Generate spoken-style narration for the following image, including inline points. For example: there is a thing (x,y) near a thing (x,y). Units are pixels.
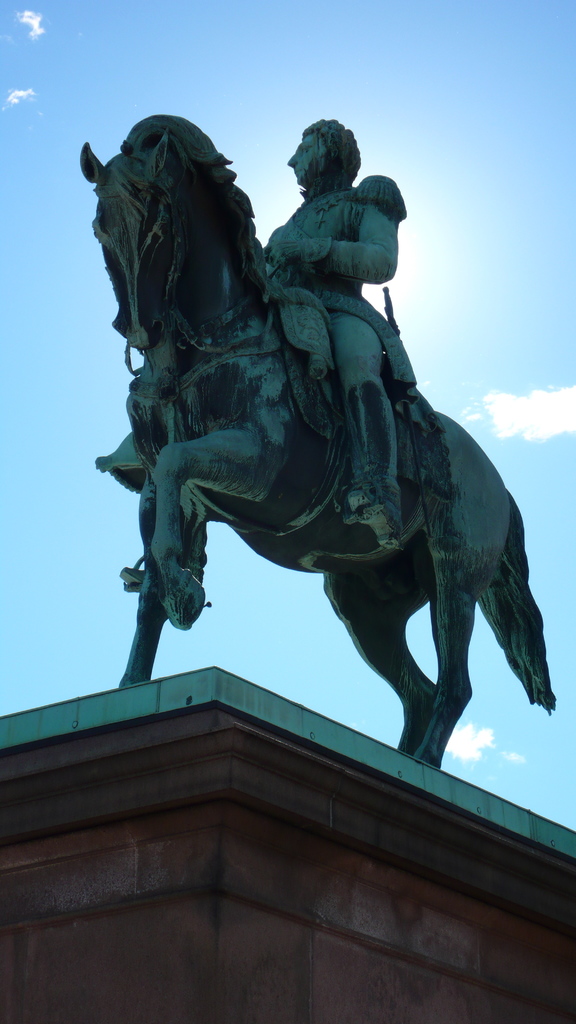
In this image we can see the statue of a man (302,235) sitting on a horse (201,368). Here we can see the basement (340,734). This is a sky (400,736) with clouds (498,408).
